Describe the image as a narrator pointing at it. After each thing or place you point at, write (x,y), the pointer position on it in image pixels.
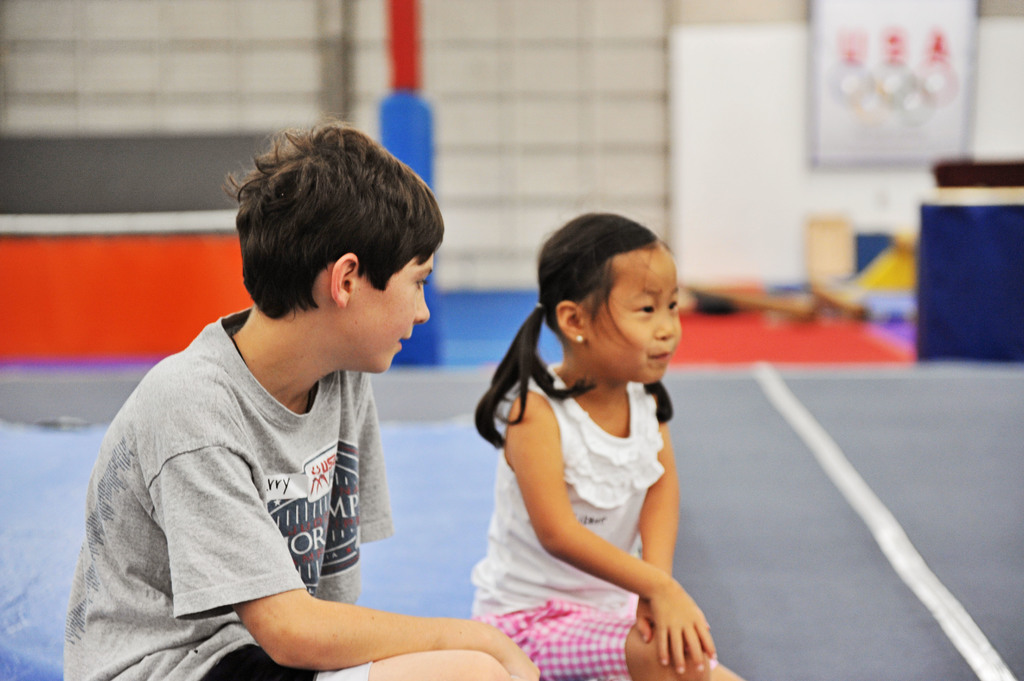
In this image we can see two people (300,257) sitting on the surface (429,503), in the background (894,20), we can see a board (891,66) with some images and on the right side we can see some objects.
